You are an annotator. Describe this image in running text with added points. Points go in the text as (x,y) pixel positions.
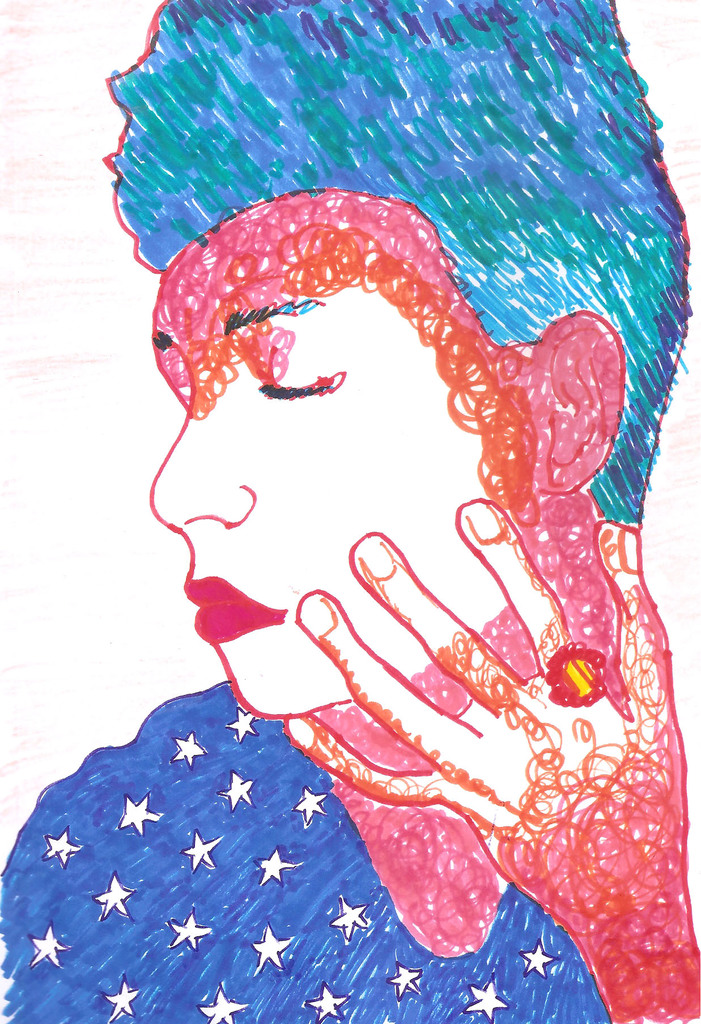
In this image I can see an art (413,849) of the person (142,798) and I can see the white color background (29,617).
